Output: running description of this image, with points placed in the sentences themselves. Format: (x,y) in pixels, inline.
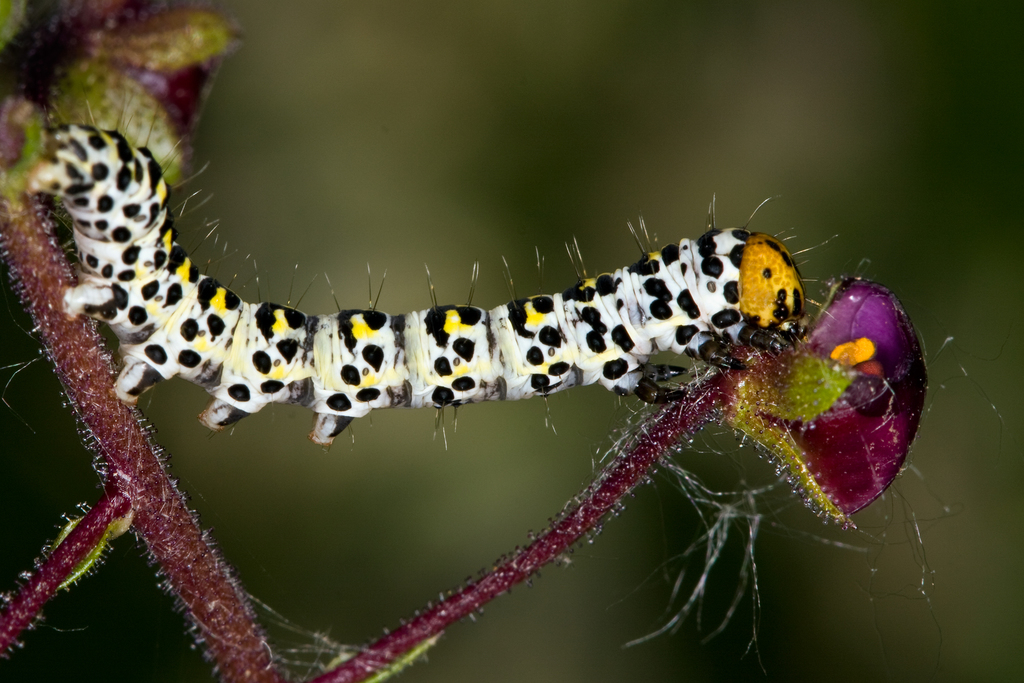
In this picture I can see a caterpillar (66,141) in front (619,313) which is off white, yellow and black color and I see that it is on a plant (741,379). I can also see that it is blurred in the background (410,671).
